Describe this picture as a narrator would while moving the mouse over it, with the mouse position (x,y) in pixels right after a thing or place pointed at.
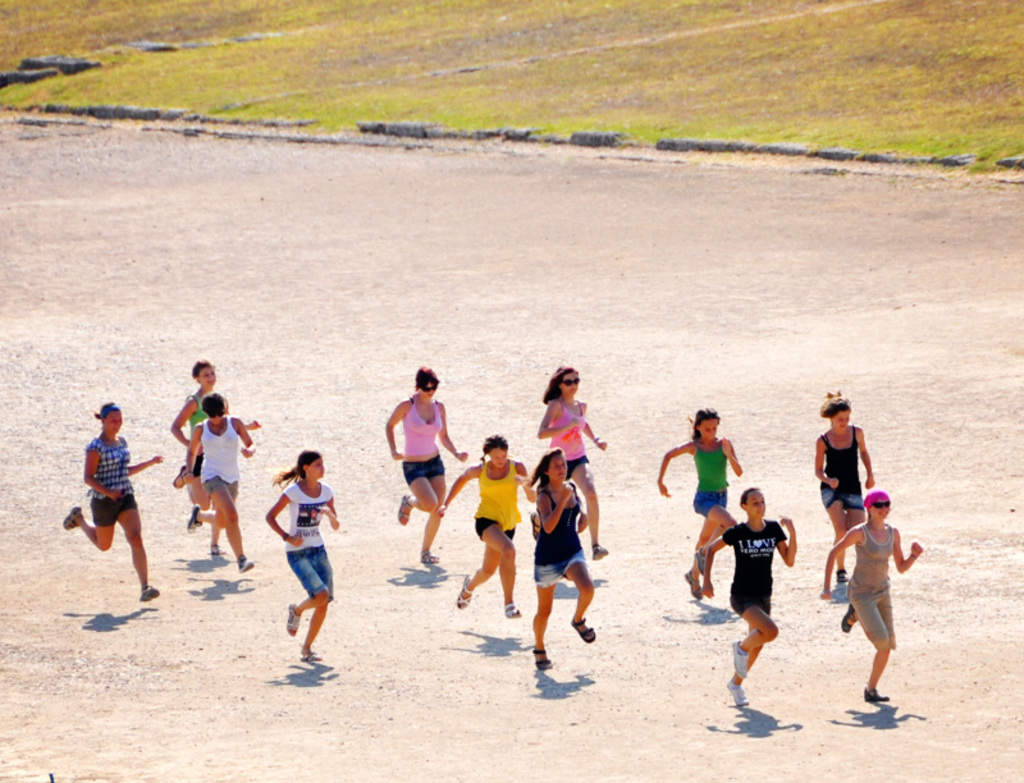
In front of the image there are a few people (216,441) running on the road (493,724). In the background of the image (462,111) there is grass (586,68) on the surface (593,41).
